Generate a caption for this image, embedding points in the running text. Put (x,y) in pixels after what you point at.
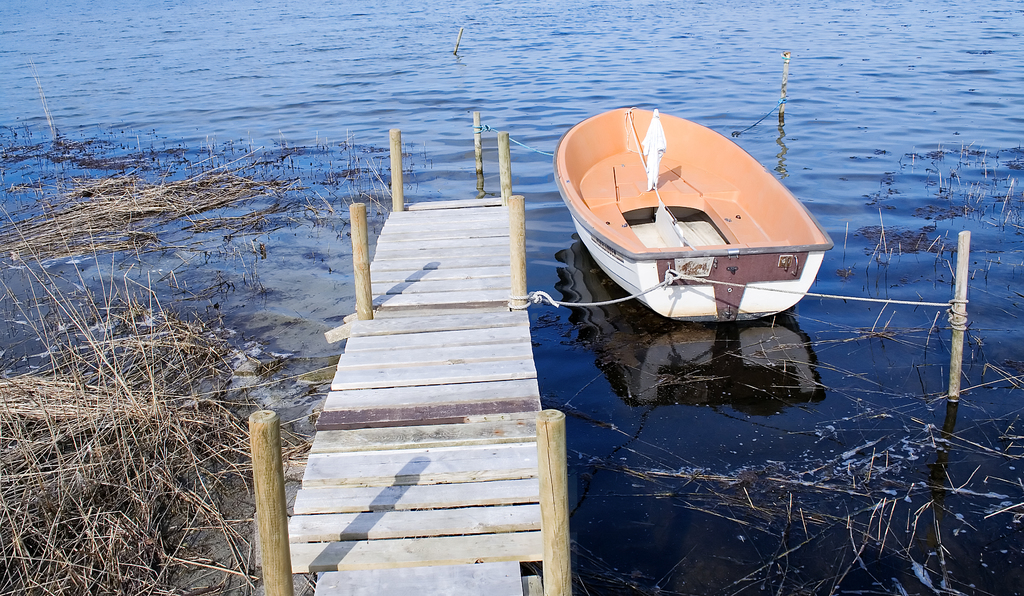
In this image we can see a deck (460,579) and some poles (287,552) on water (450,175). To the right side of the image (685,249) we can see a boat (715,286) in the water (626,358) with ropes (956,302). In the background (181,149), we can see water (176,131) and some dried grass (146,393).
